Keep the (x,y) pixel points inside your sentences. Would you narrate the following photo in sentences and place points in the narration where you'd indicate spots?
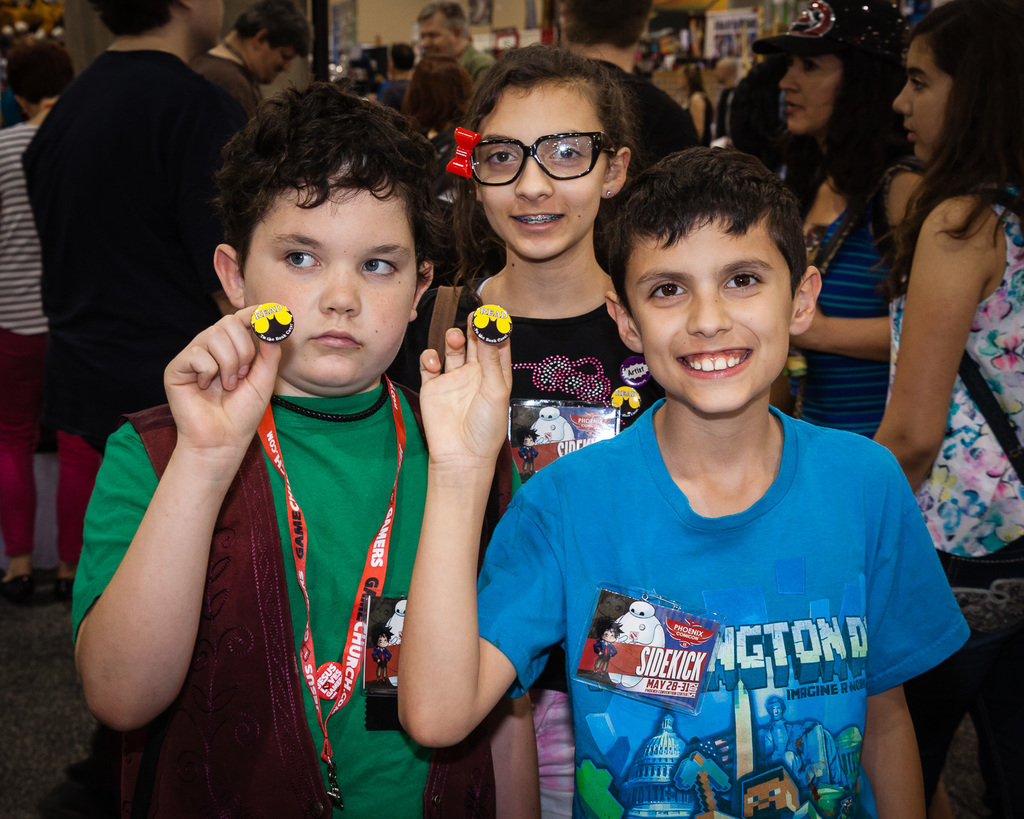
In this image there are groups of persons (402,244) standing, there are persons (462,410) holding objects (278,322), there is person (941,262) truncated towards the right of the image (930,359), there is a person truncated towards the left of the image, there is a wall (409,16), there are objects (661,45) on the wall (90,24), there is an object (28,28) truncated towards the top of the image (15,15).
